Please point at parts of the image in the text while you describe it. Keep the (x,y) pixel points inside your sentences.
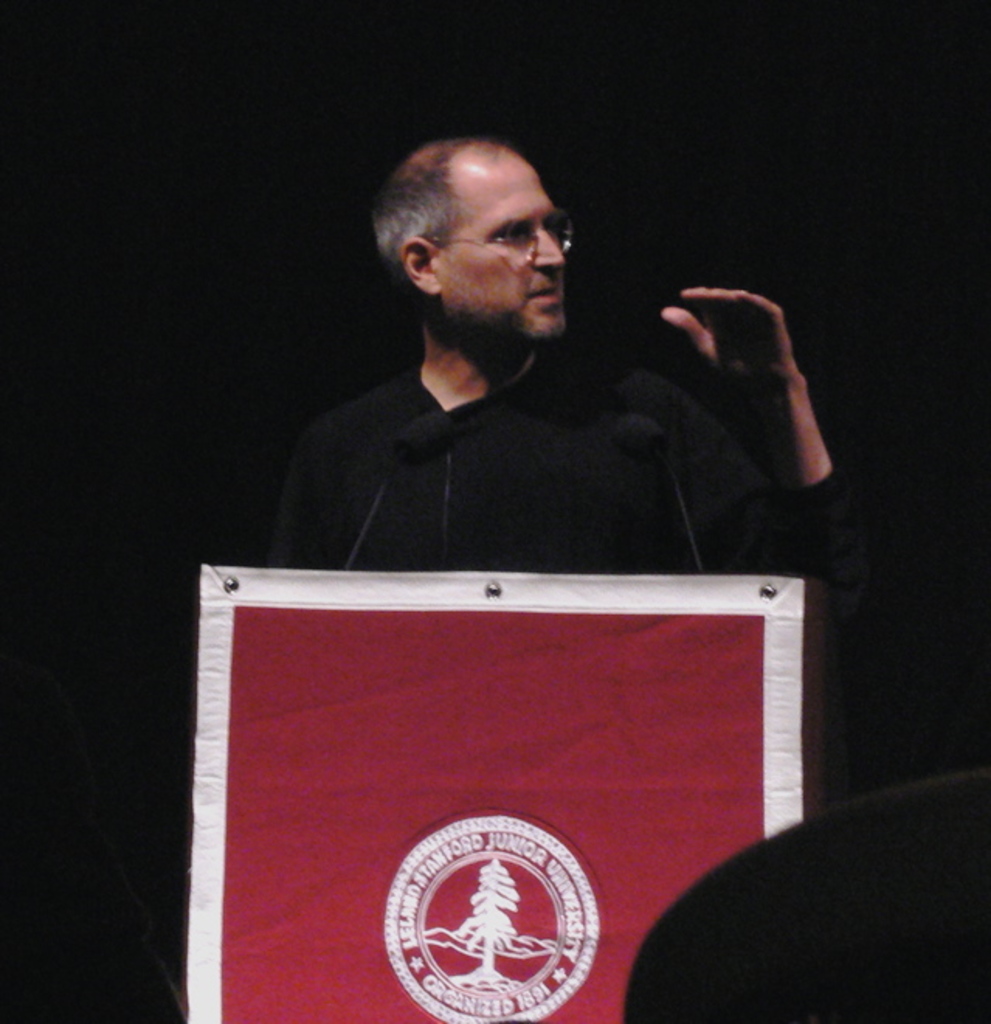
In this picture we can see a man (545,420) wore spectacles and in front of him we can see an object (875,976), mics (689,520), poster (414,584) and in the background (733,167) it is dark.
